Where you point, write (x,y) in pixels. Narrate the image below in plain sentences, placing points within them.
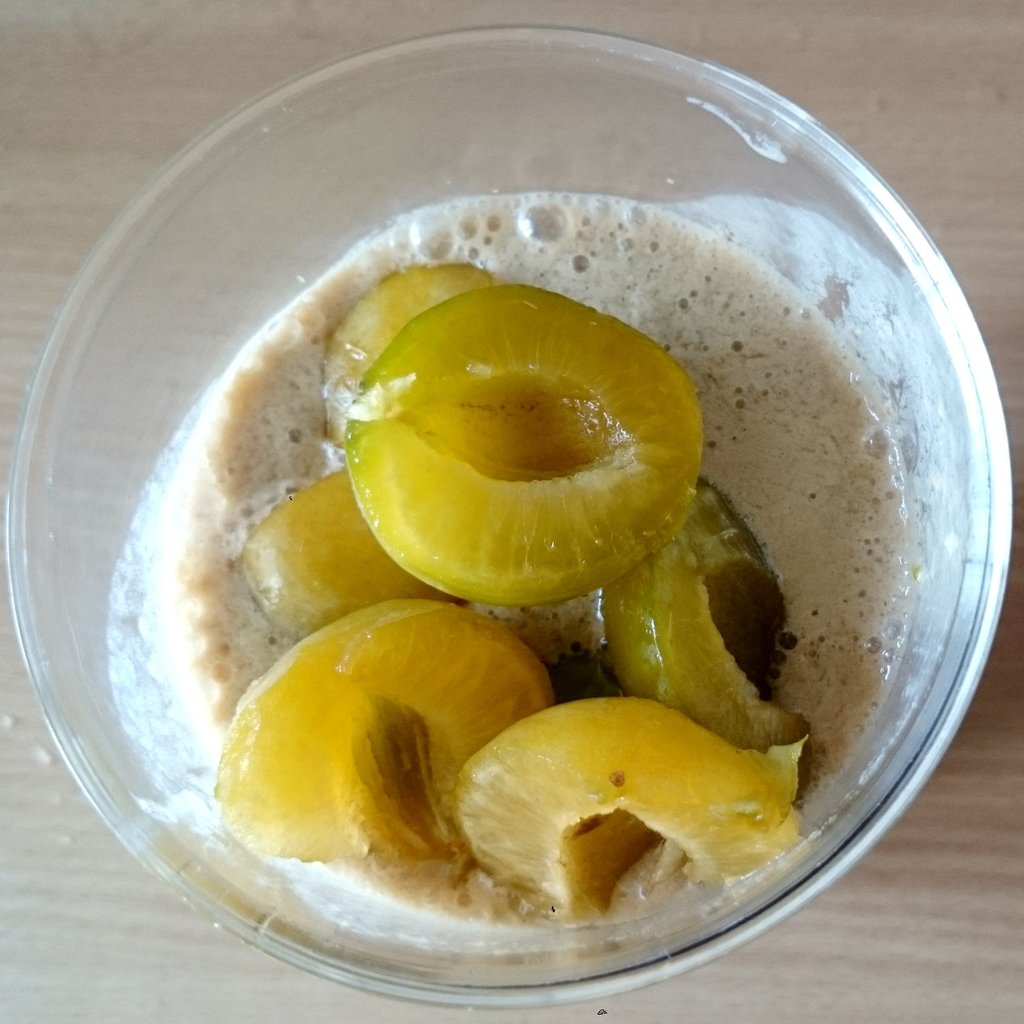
This is a zoomed in picture. In the center (460,451) there is a bowl (942,421) containing some food item (491,434) and the bowl (98,546) seems to be placed on the wooden object (723,28) which seems to be the table (307,1007).
